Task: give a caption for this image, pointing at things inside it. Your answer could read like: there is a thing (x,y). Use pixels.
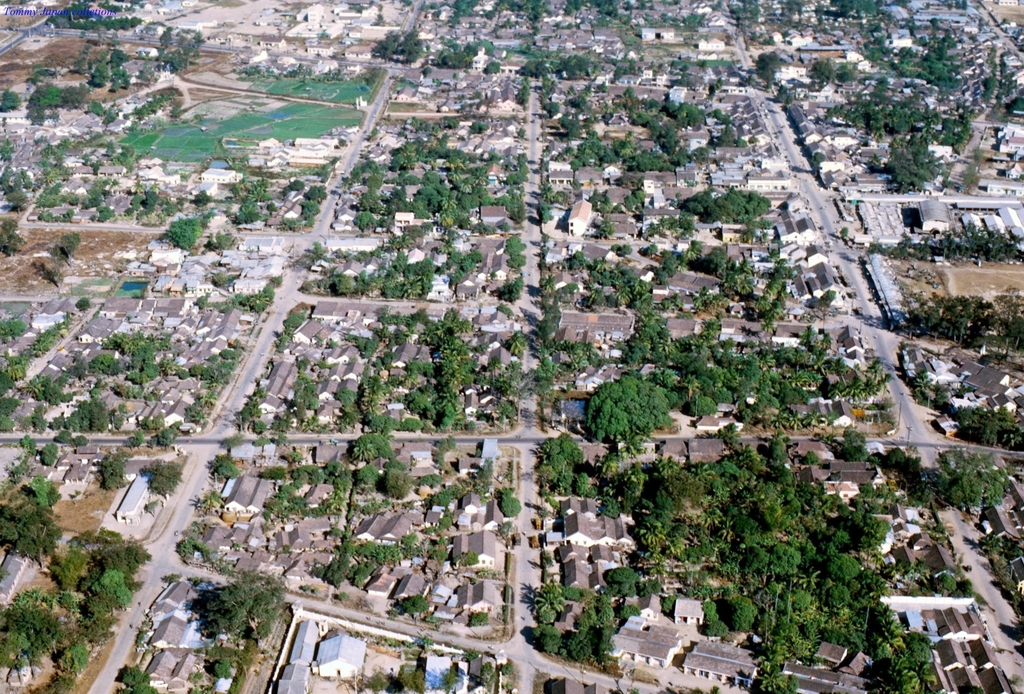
In this picture we can see trees (752,597), buildings (356,269), roads (350,156) and some objects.
